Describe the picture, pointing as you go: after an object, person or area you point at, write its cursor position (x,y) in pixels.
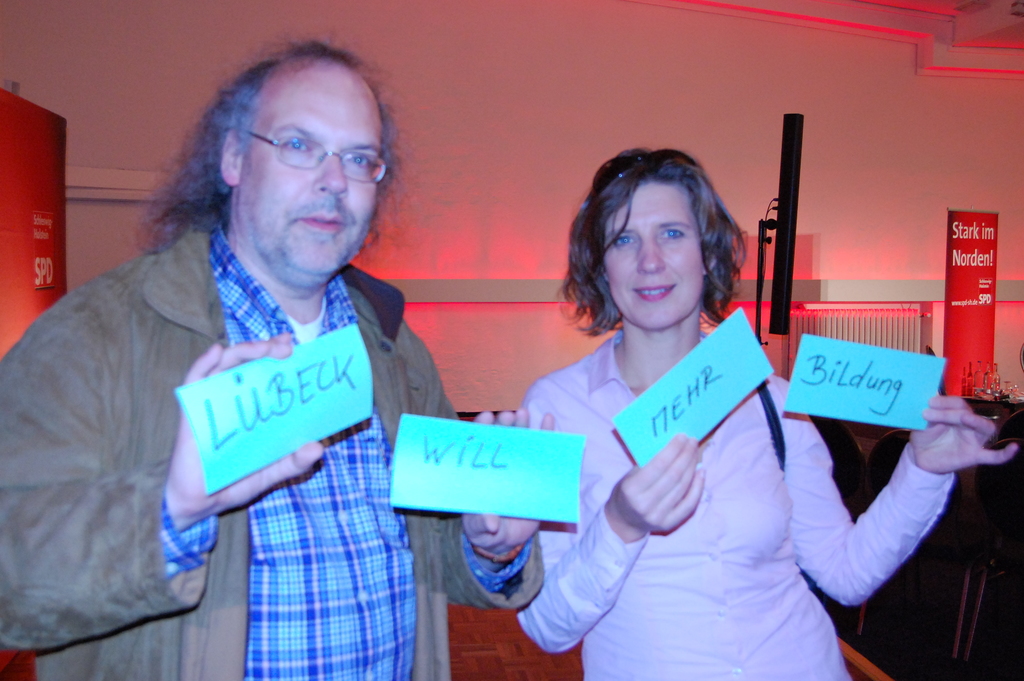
In the image we can see there are people (271,569) standing and they are holding paper slips (396,491) in their hand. Behind there is a water jar (965,383) and glasses (1016,391) are kept on the table (1010,407).
